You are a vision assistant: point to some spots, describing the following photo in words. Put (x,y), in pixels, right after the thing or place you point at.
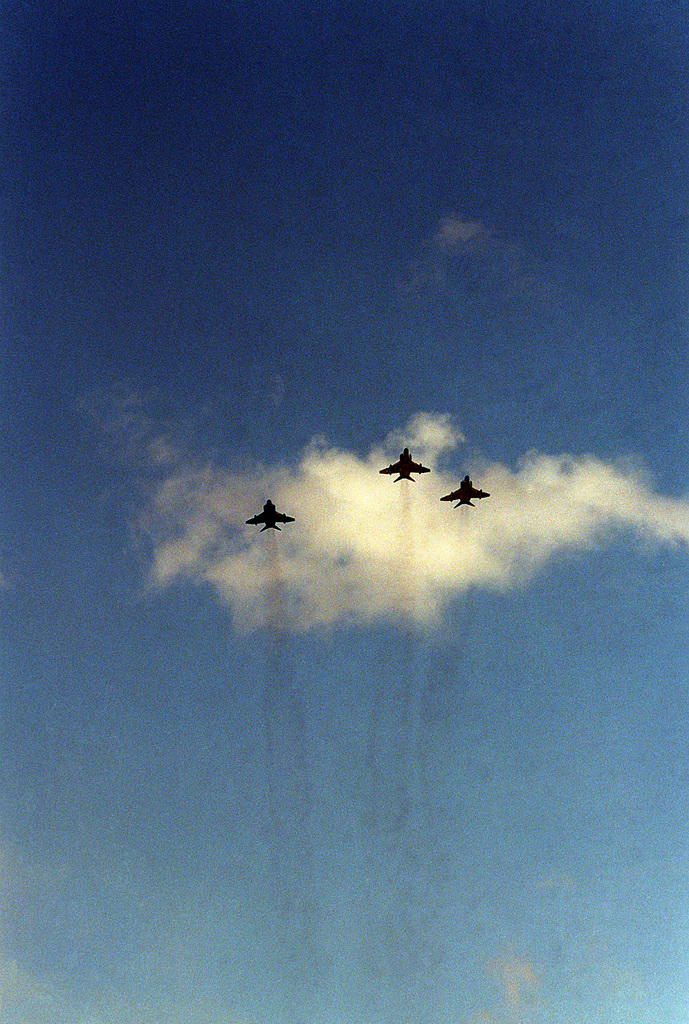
In this image we can see three aircrafts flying in the air (572,681). In the background (391,753), we can see the sky (75,593) with clouds (420,517).
